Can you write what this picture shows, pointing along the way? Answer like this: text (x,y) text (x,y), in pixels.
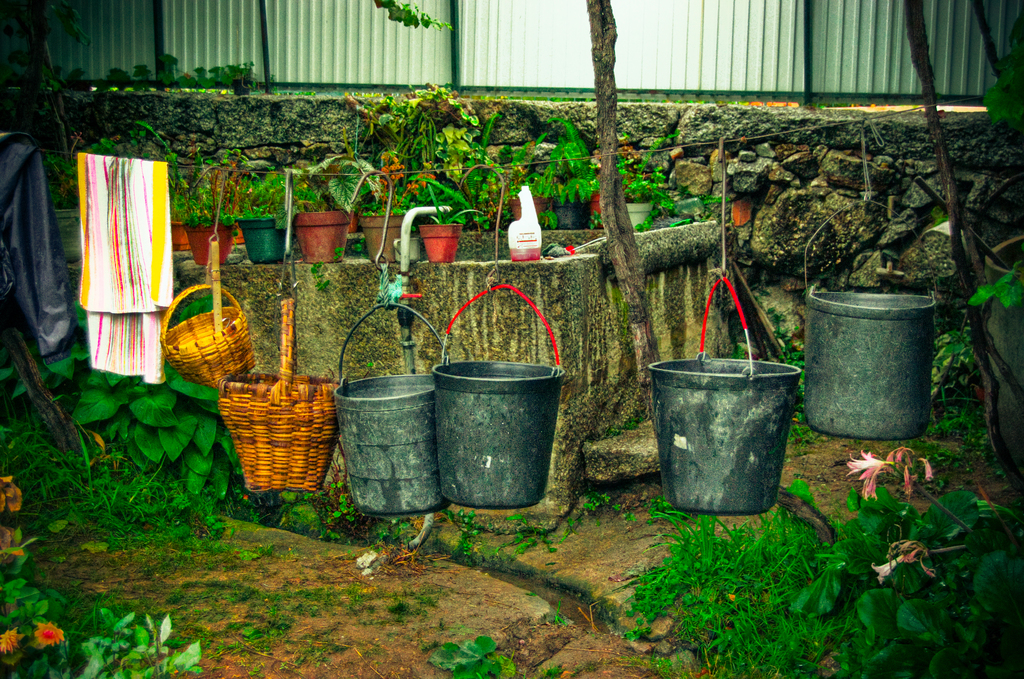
Here on a rope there are clothes (118,232), 2 baskets (180,300) and 4 buckets (485,417) are hanging on it. In the background (521,243) there are house plants (305,220), a bottle (512,238), plants (208,465), flowers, trees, wall (564,286) and a fence (508,94).
